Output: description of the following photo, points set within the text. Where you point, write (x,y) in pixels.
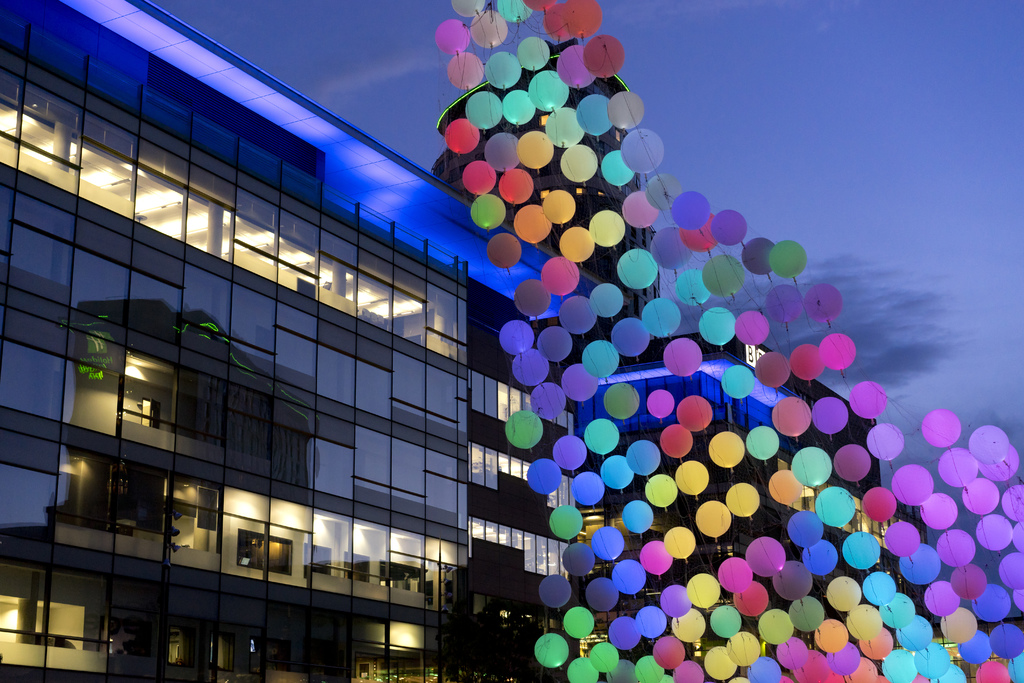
This picture is clicked outside. On the right (840,503) we can see many number of balloons (697,480). On the left (189,178) there is a building (261,290) and we can see the windows (246,564) of the building (193,540). In the background (890,197) there is a sky (857,108).
